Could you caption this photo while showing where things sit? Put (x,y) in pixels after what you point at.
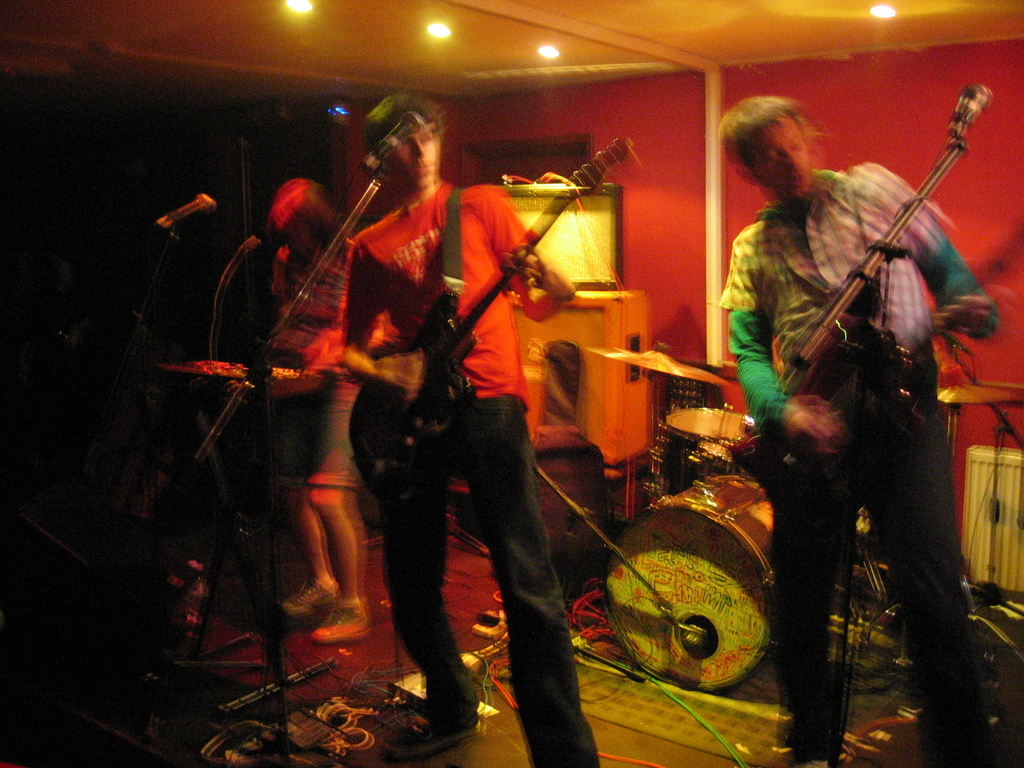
In this image we can see people (516,375) are playing musical instruments (714,536). Here we can see wires (709,724), wall (670,124), lights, and ceiling (761,31).
